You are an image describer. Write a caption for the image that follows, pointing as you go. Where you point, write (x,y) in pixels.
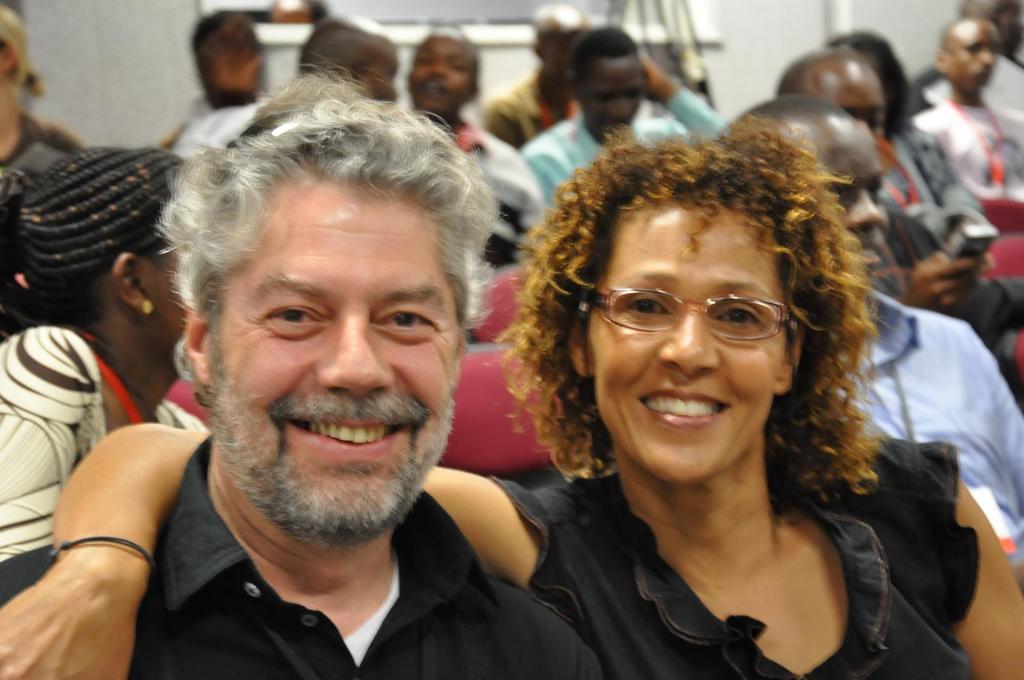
In this picture there is a woman (742,557) placed his hand (499,532) on a person (385,620) beside her and there are few other persons (552,150) sitting behind them.
